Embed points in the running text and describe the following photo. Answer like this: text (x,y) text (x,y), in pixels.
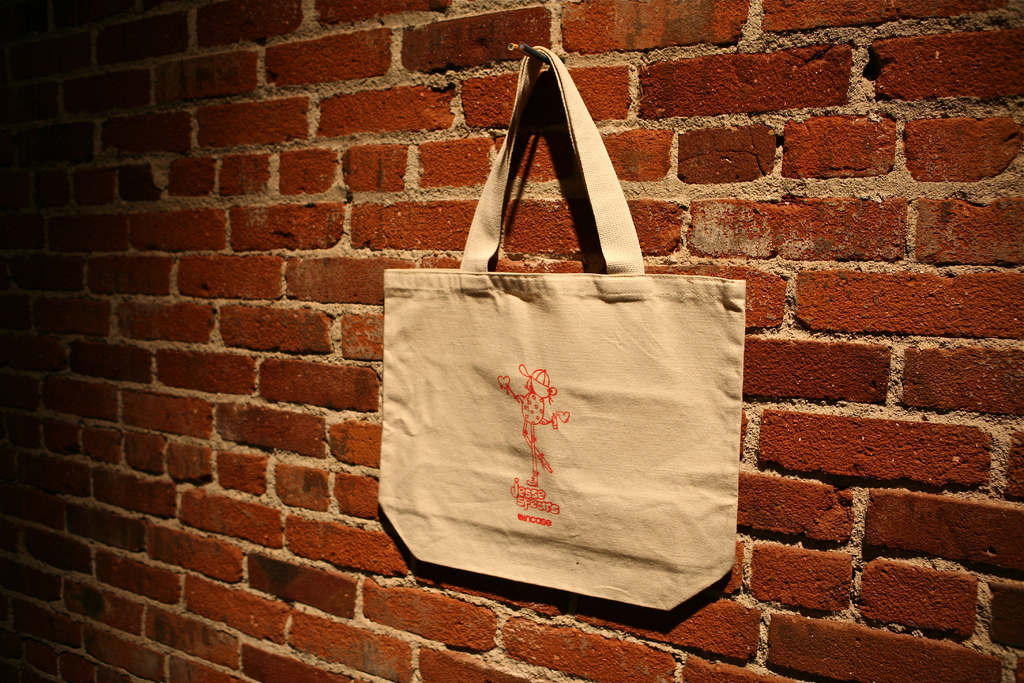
In this image, there is a brown color brick wall (107,273), in the middle (678,436) there is a white color bag (682,424) which is hanging on the wall (464,42).
